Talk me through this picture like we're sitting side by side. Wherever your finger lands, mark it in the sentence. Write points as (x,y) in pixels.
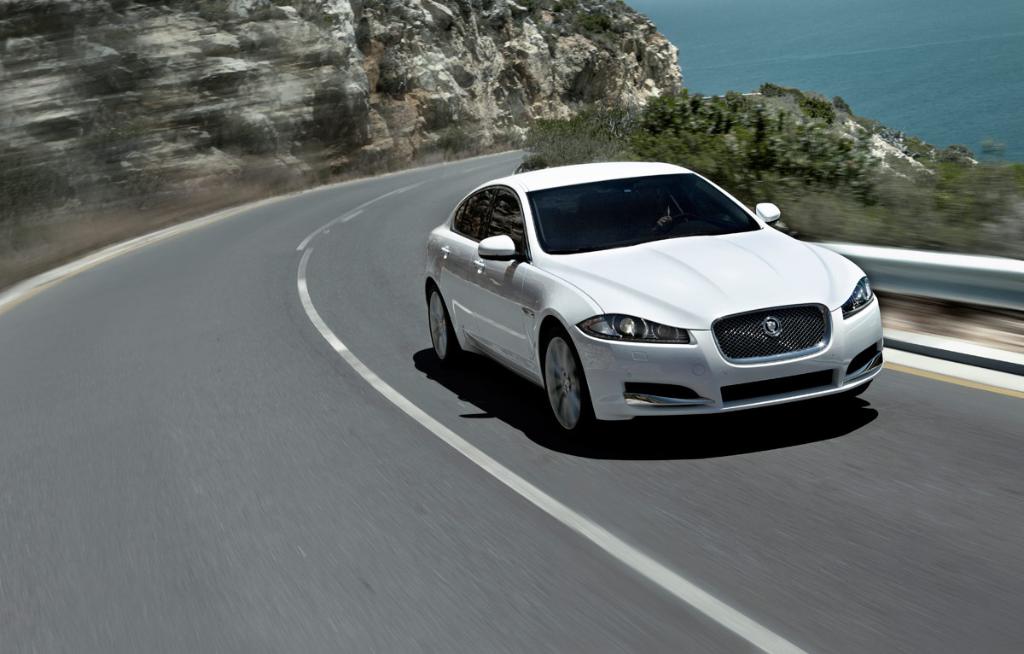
In this picture I can see a white color car (540,270) in front (506,332) and I see that it is on the road (385,380). In the background (476,115) I can see few plants (650,120) and the rocks (594,62) and I can also see the water (845,50).
